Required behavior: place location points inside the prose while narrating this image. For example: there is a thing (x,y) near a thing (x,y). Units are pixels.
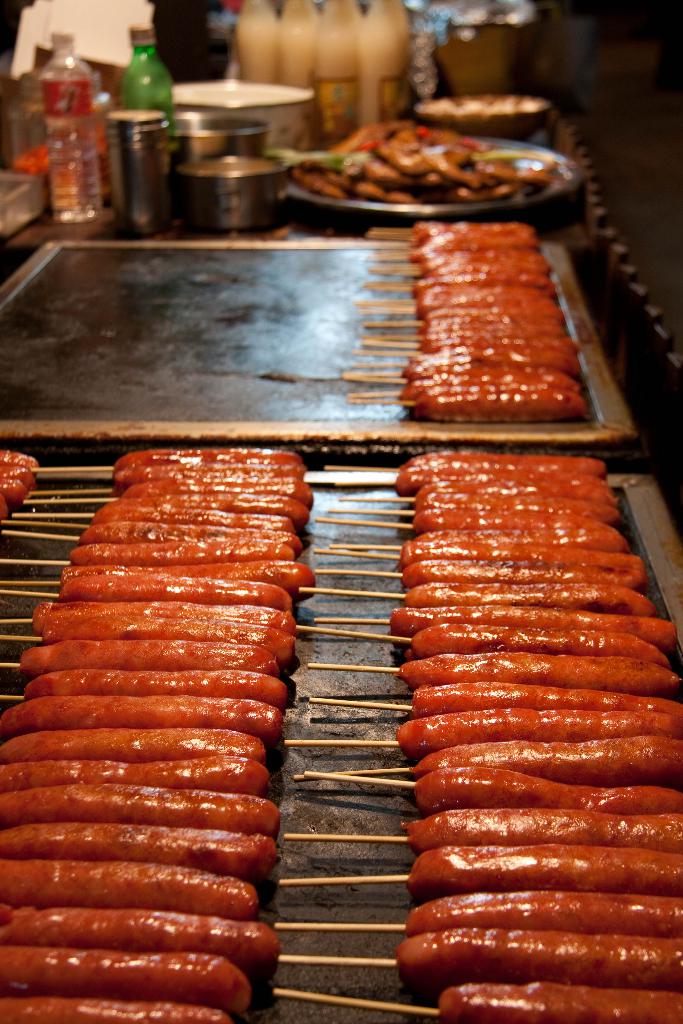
Here we can see a food item (159,456) on the table (302,735), and at side here are the bottles (361,103) and some objects (438,117) on it.
